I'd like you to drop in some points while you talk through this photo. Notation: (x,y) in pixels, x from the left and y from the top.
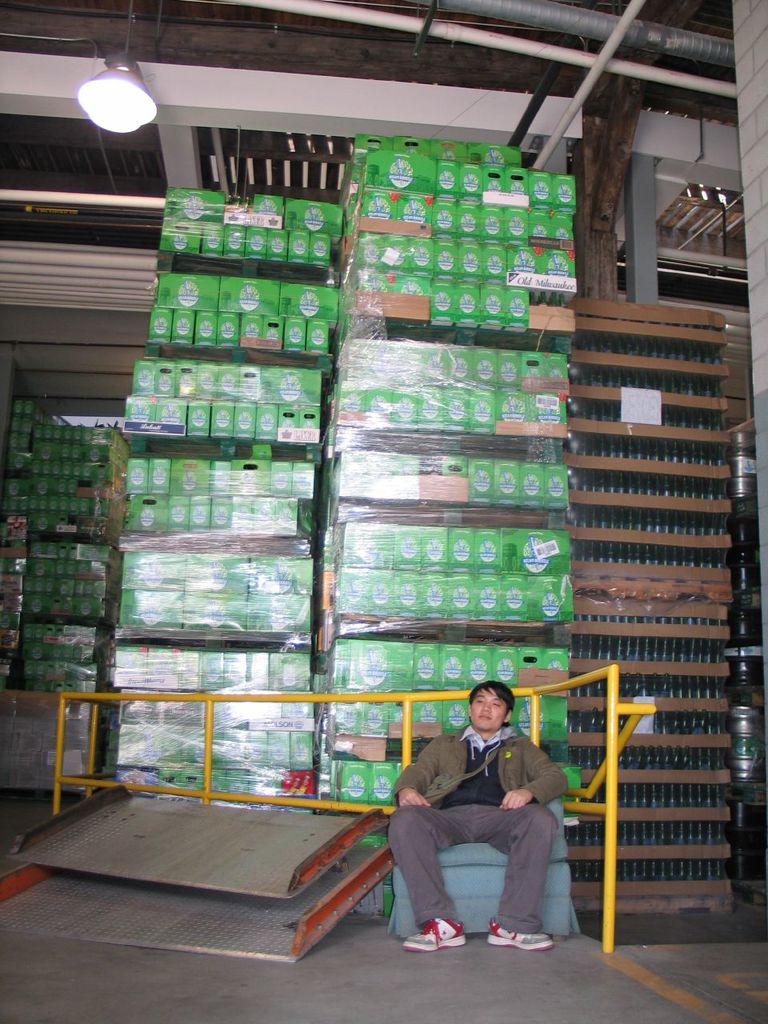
In this image there is a man (508,838) sitting in the sofa (486,846). Behind him there are boxes (531,541) one above the other which are packed in the cover (332,528). At the top (343,84) there is ceiling (355,80). To the ceiling (226,119) there is a light (117,131) which is hanged to the roof (144,76). On the right side (580,64) top there are pipes (596,62). On the right side (713,729) bottom there are some bottles (645,551) kept in the trays (625,588).
